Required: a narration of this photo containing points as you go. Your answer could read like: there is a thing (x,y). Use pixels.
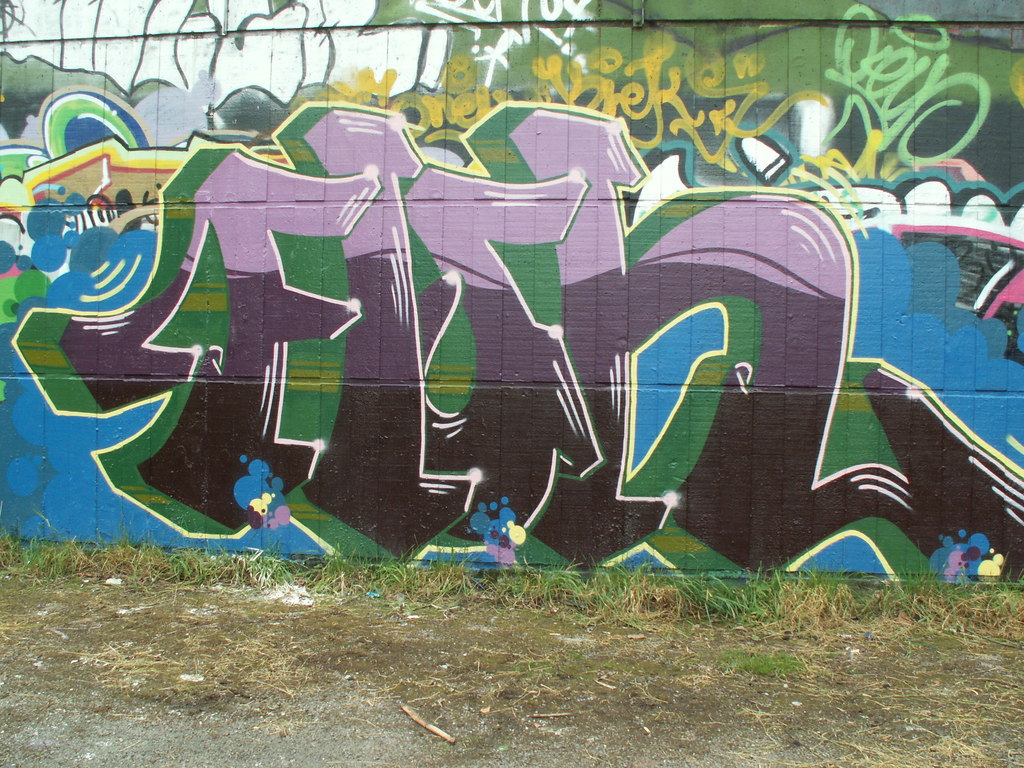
In this picture we can see the grass (731,623), sticks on the ground (304,649) and a painting (333,426) on the wall (314,355).
